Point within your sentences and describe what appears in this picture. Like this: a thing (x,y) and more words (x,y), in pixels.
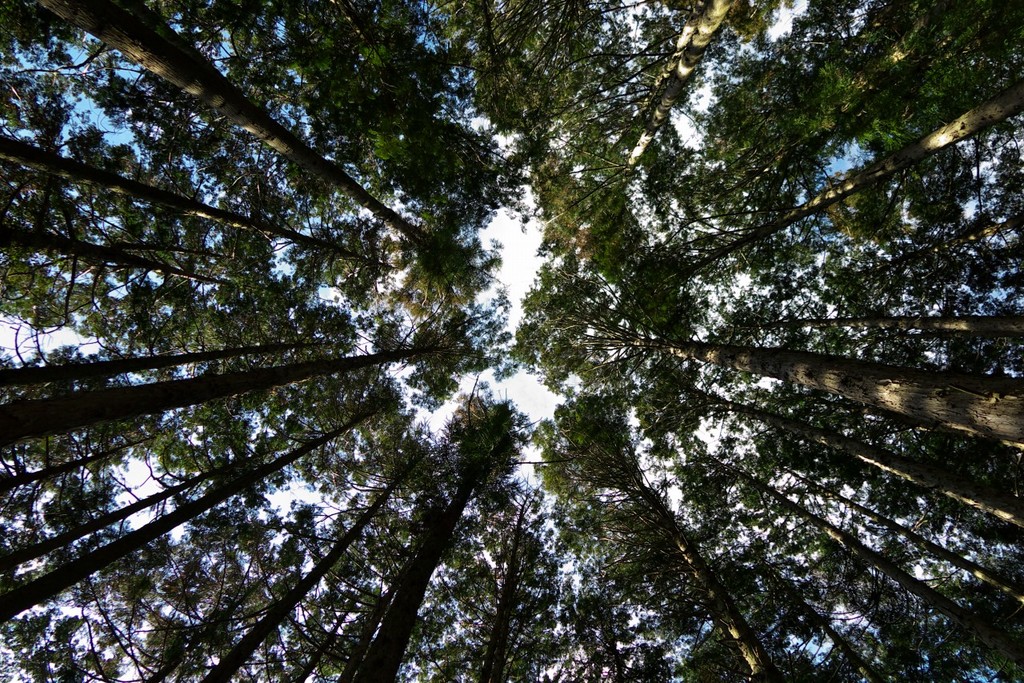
In this image I can see few trees (875,411) which are green in color. In the background (591,331) I can see the sky (535,408).
